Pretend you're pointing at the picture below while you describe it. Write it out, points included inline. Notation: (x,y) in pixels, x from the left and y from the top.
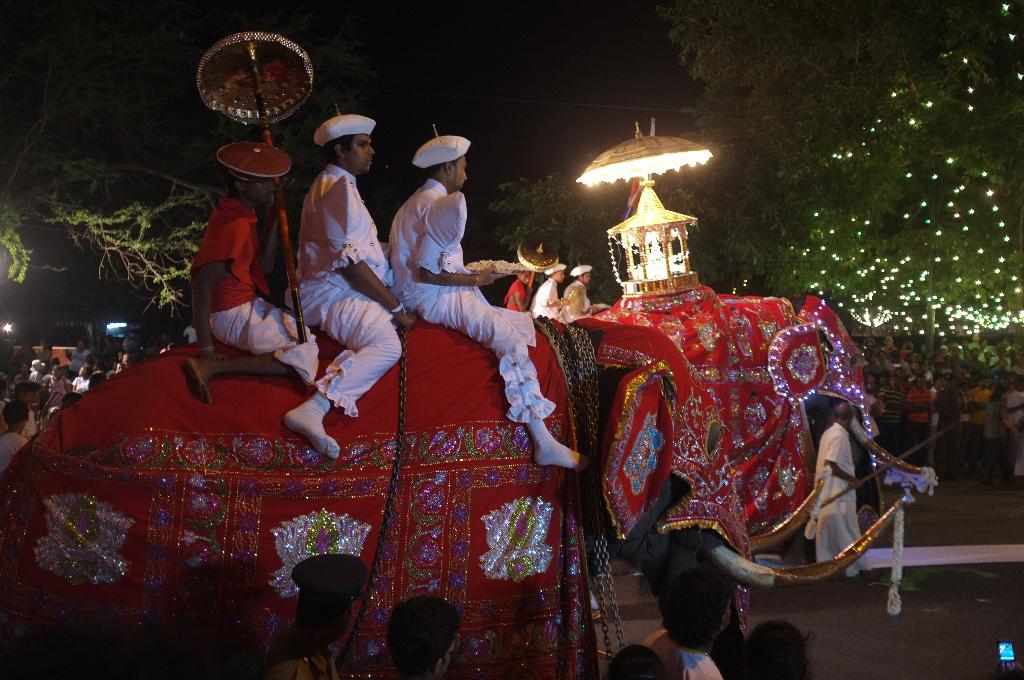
In this picture there are three people (220,312) sitting on an elephant (575,401) and two of them are dressed in white color and a small light (652,264) is placed on top of the elephant (666,303). In the background (88,366) there are several spectators (891,352) viewing them and trees (880,246) are decorated with lights (891,235).
